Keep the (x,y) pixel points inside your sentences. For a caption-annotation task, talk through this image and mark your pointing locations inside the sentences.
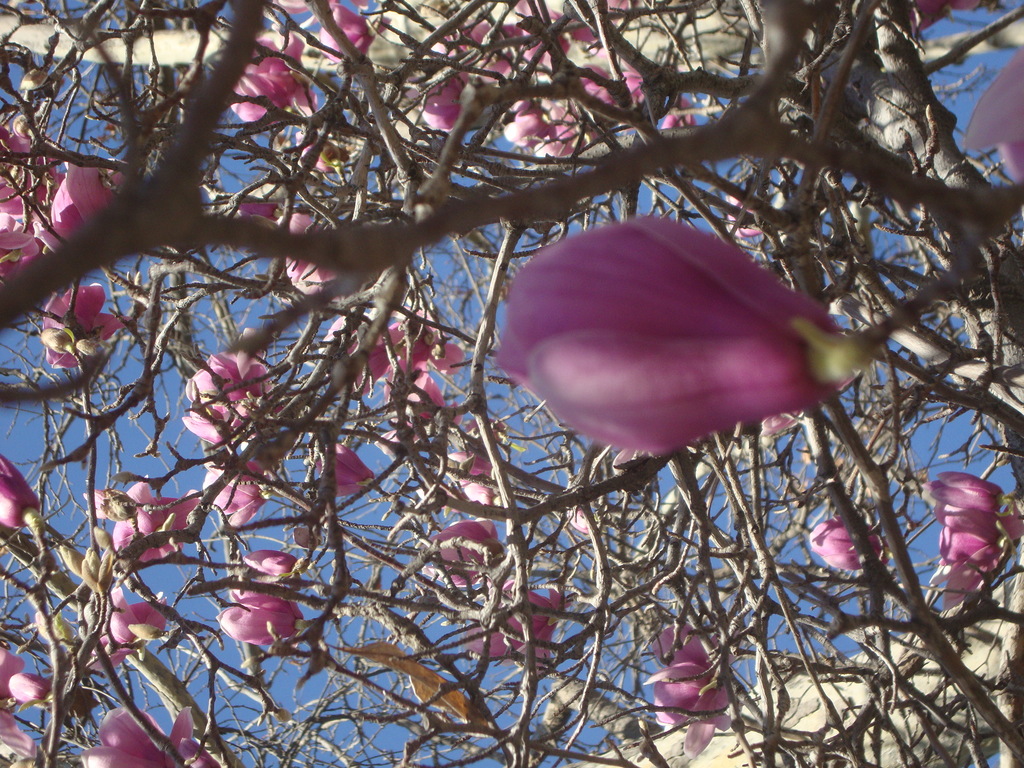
There are beautiful flowers (564,419) in pink color to this tree (499,430), at the top (901,244) it is the sky (286,347).
